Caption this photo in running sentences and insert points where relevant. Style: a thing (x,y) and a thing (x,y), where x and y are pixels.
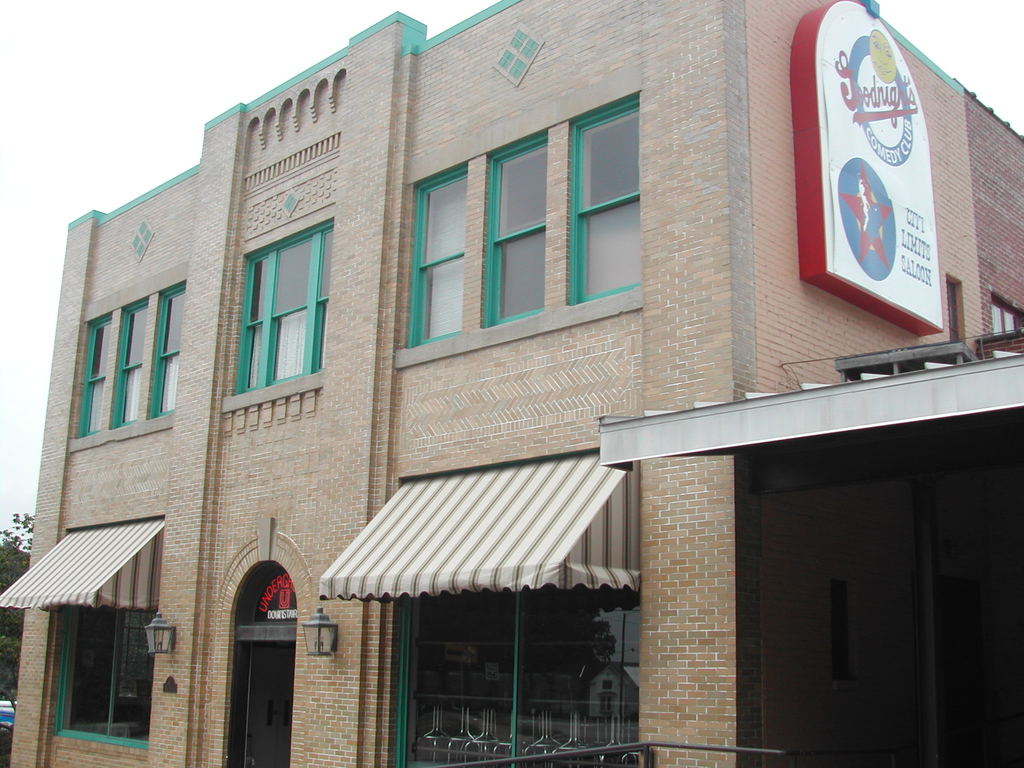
In the foreground of this image (668,660), there is a building (698,500), a board (906,273), two lamps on the wall (488,452). In the background (5,535), there are trees (5,535) and the sky (131,88).
